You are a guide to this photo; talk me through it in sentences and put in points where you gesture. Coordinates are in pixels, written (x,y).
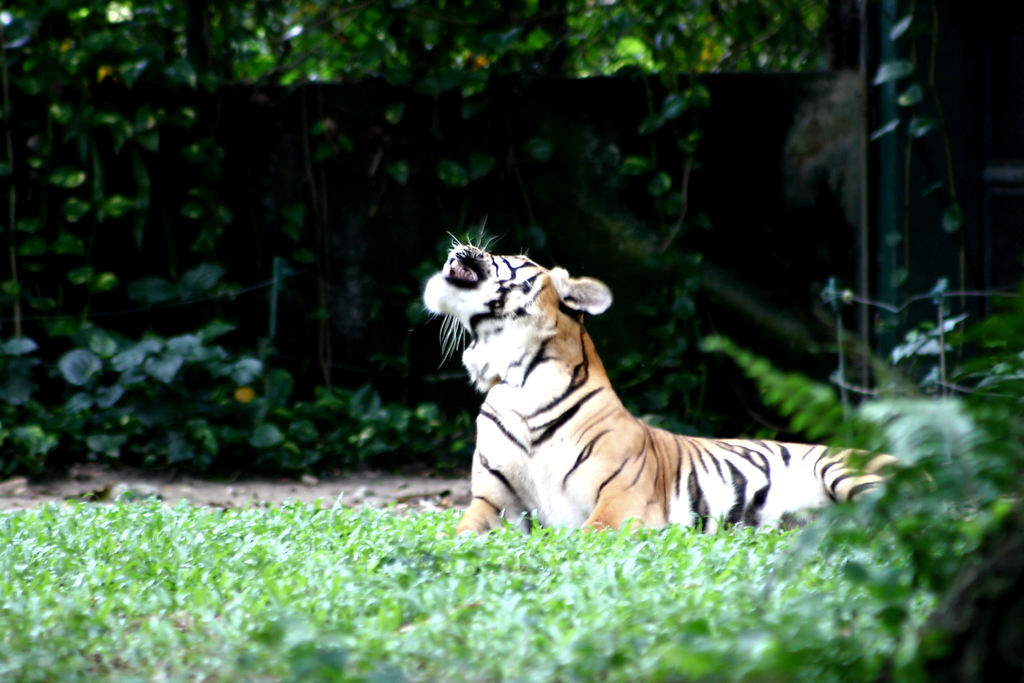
In this picture we can see a tiger (527,367) and in front of the tiger (541,448) there are plants (348,682). Behind the tiger (536,403) there are trees (350,59) and it looks like the wall (697,154).
